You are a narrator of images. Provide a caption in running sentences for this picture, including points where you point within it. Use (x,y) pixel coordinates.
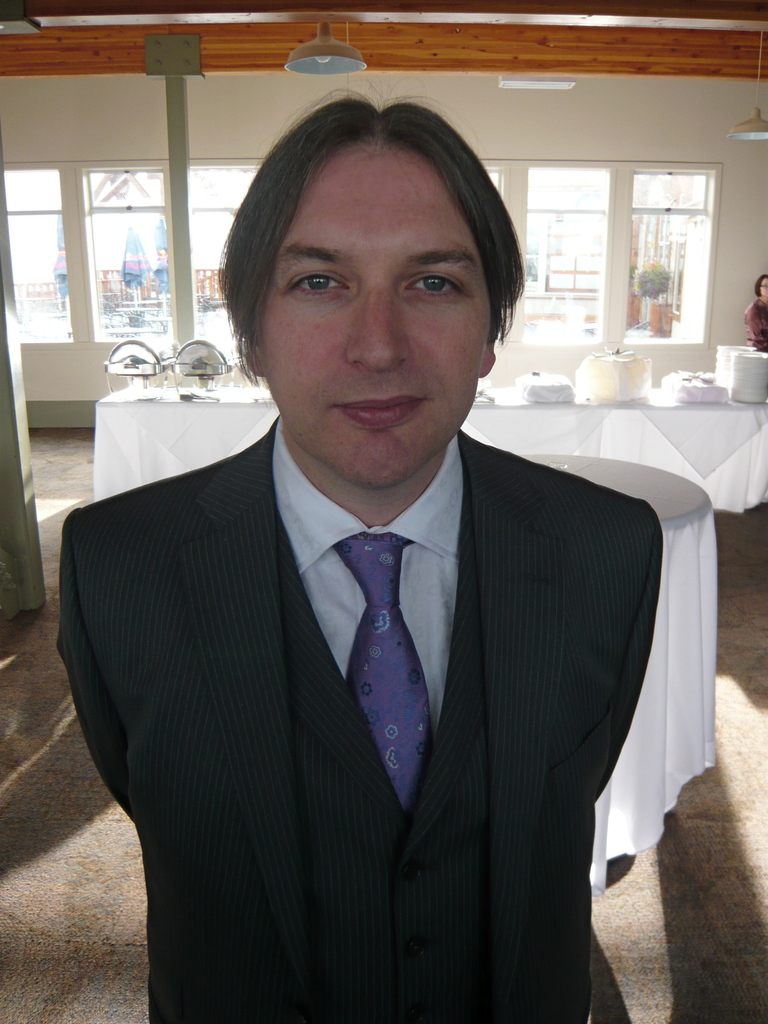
In this image we can see a man (558,623) standing on the floor (612,972). He is wearing a suit (405,872) and a tie (372,624). Here we can see a table (684,572) which is covered with a white cloth (714,571). In the background (626,407), we can see the tables (596,404) which are covered with white cloth (748,419). Here we can see the plates (725,383) and stainless steel dish bowls (230,366) on the table (759,424). Here we can see a woman (765,279) on the right side (751,331). In the background (610,203), we can see the glass window (538,234). Here we can see the lighting arrangement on the roof (726,73).
